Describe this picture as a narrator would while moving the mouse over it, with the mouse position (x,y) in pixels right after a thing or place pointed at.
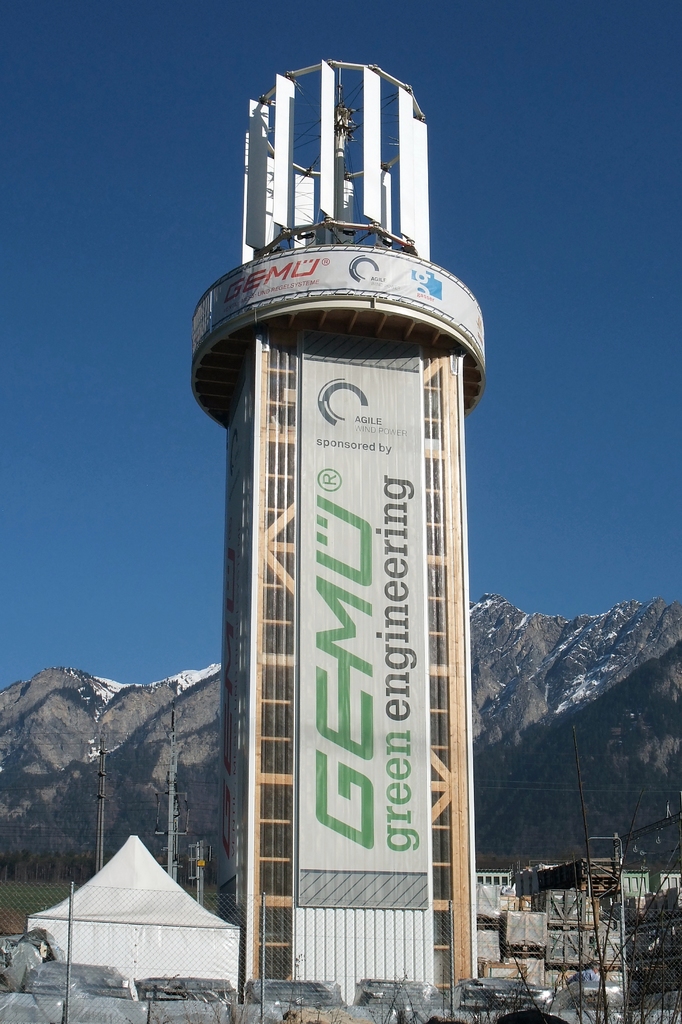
In the picture we can see a tower building (334,697) with some board (456,296) and advertisement (452,312) on it and near it, we can see some tent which is white in color and behind it, we can see some poles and in the background (23,746), we can see some hills (134,782) with some part of snow (106,681) on it and behind it we can see a sky (177,486) which is blue in color.
